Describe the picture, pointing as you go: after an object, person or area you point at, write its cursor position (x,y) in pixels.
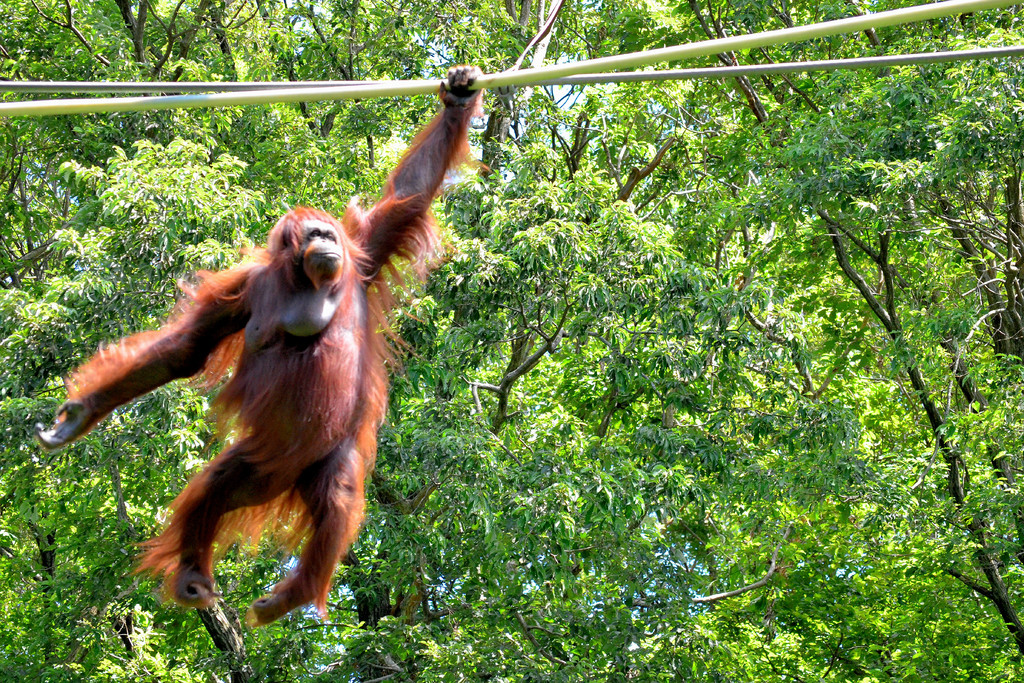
In this image I can see monkey (384,325) is holding the white color pole (744,41). We can see trees (668,509). Monkey (266,419) is in brown color.
